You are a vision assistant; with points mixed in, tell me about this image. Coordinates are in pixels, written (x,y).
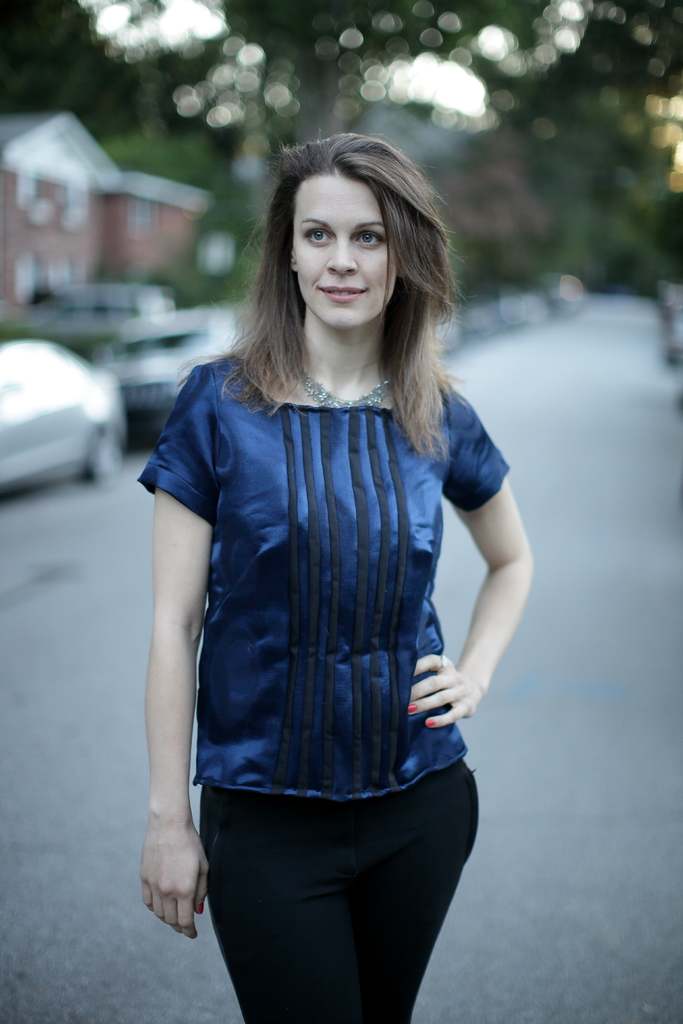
Here we can see a woman (243,507) standing on the road (607,909). In the background (84,308) there are trees (207,63), vehicles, buildings (73,215) and sky (481,93).
